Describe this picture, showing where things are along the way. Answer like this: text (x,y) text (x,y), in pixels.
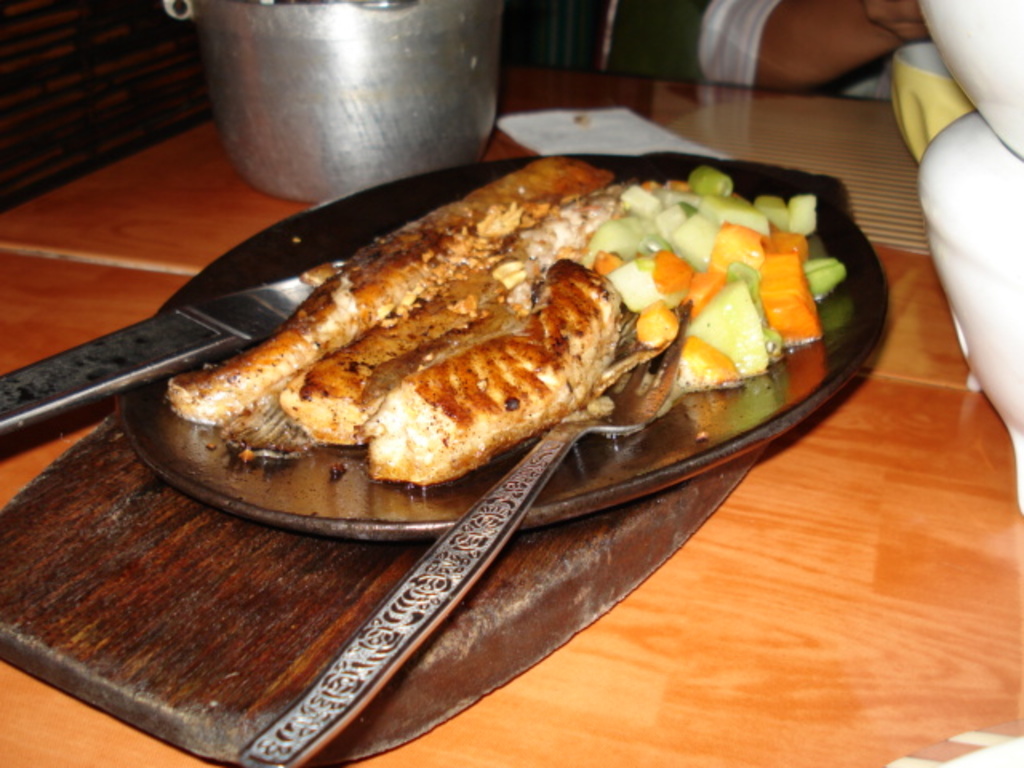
In this image there is a plate (143,387) with food (395,269) served in it and kept on a table (725,610), beside that there is person (821,45).
